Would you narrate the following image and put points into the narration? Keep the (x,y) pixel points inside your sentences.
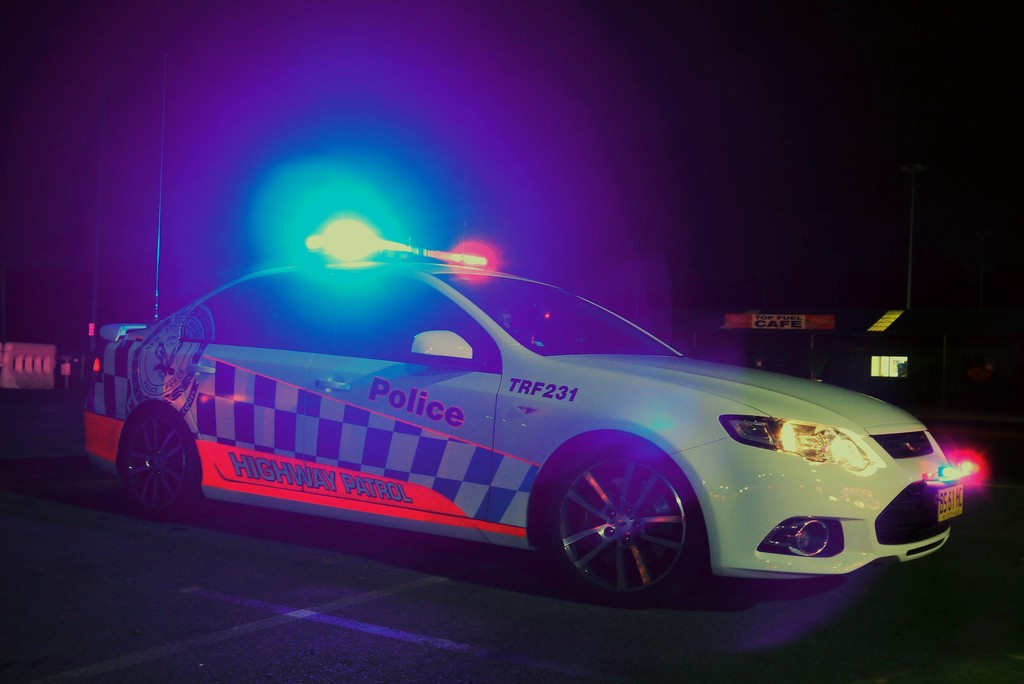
In this image I can see a white color police car (551,371). I can see few lights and stickers (302,452) are attached to the car (656,431). Background (884,184) is in black color.
